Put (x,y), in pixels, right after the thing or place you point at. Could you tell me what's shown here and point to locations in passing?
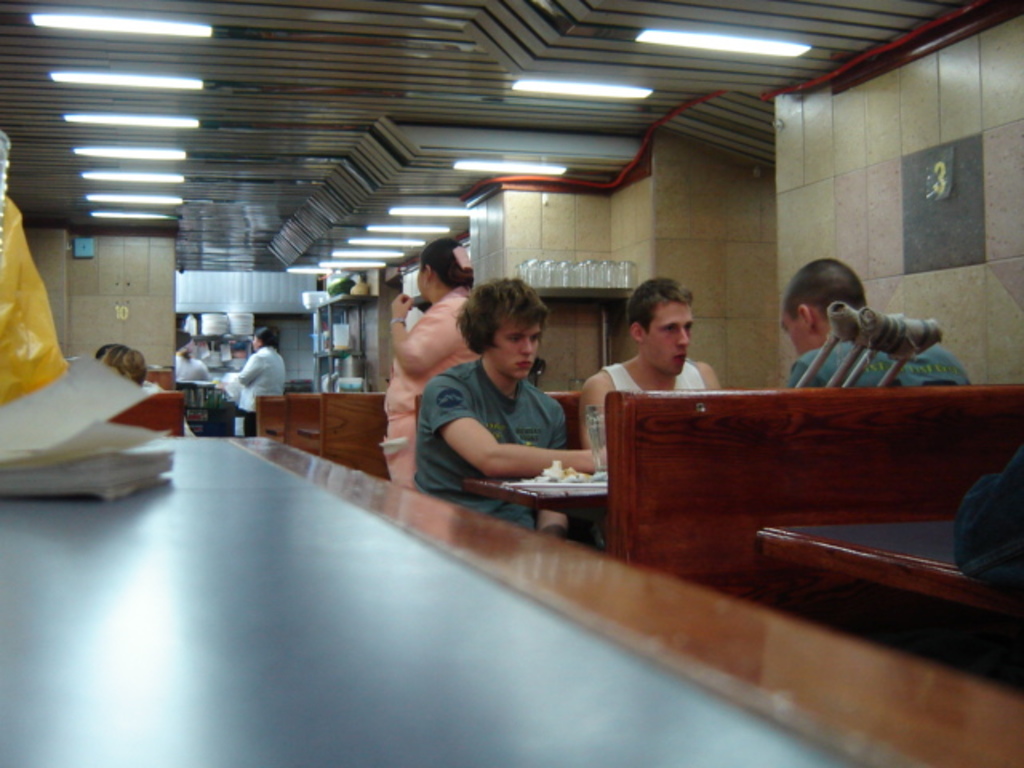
On the left (227,517) we can see table (366,593), book (15,470) and plastic cover (20,274). On the right (804,359) we can see three persons (816,375) were sitting on the bench (679,490) around the table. In the background (556,201) there is a wall (565,226), light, rack (343,302), cupboard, plates (239,325), glasses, fruits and few persons (456,255) were standing.
